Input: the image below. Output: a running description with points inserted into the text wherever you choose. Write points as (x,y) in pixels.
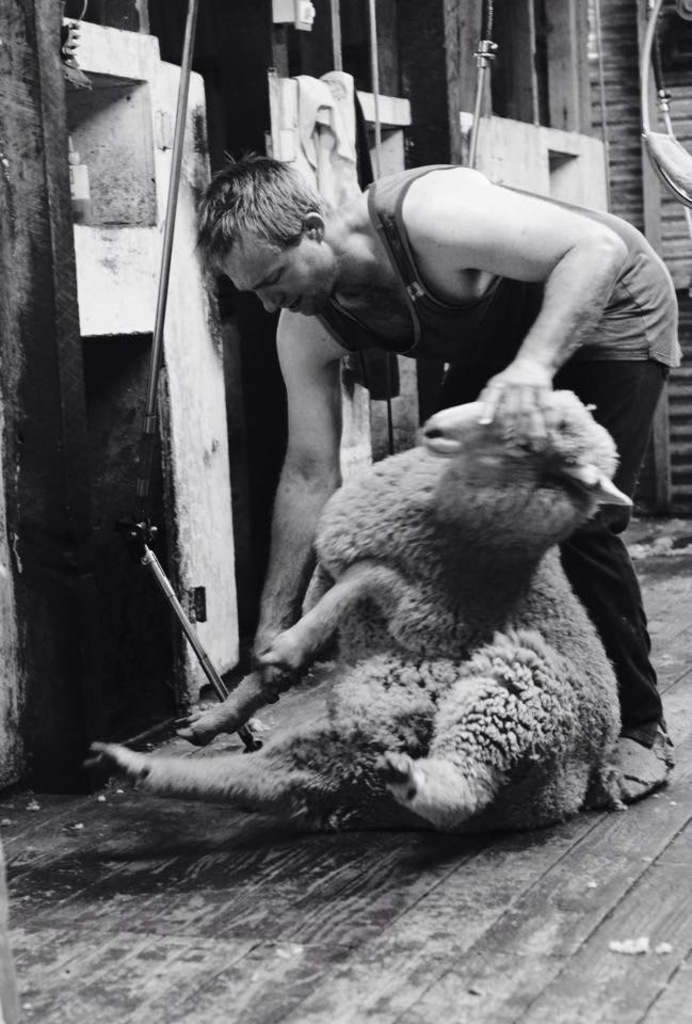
This is a black and white image where we can see a person (563,343) holding a sheep (501,441) and in the background (360,428) there are metal rods (172,157), walls (508,84) and a few other objects (298,98).
